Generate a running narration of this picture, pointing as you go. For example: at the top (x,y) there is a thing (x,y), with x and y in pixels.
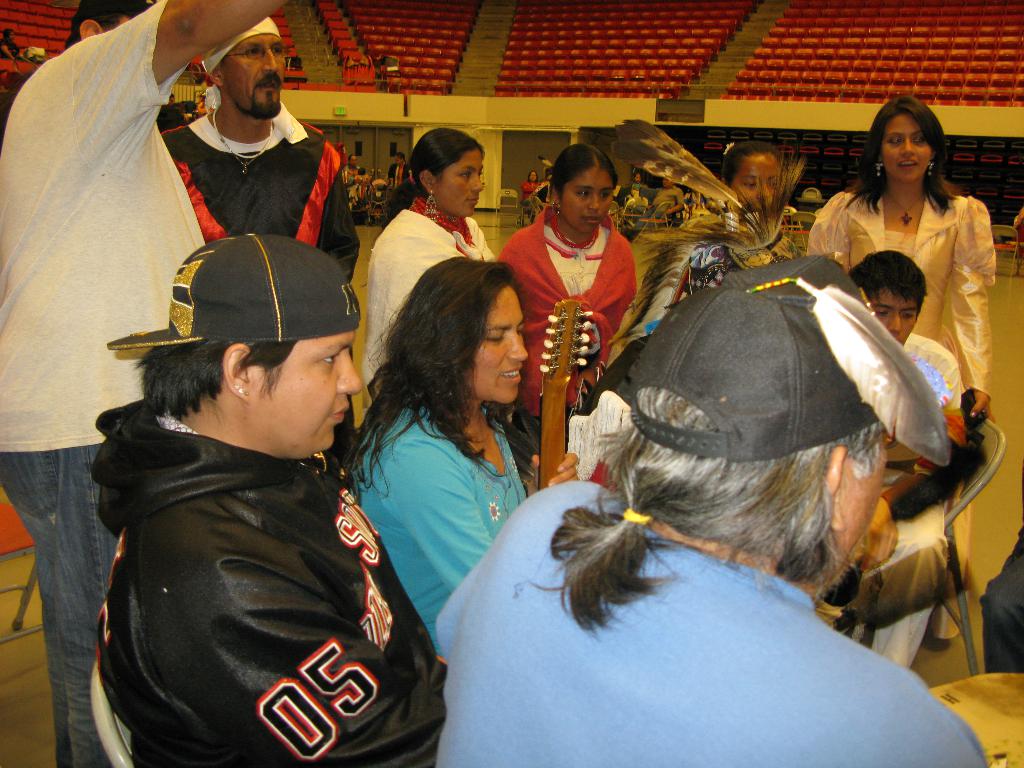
In this picture there are people (412,169), among them two persons (358,540) sitting on chairs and there is a woman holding a musical instrument (560,388). In the background of the image (523,117) we can see people (774,163), indoor stadium (526,132), chairs (553,93) and objects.
